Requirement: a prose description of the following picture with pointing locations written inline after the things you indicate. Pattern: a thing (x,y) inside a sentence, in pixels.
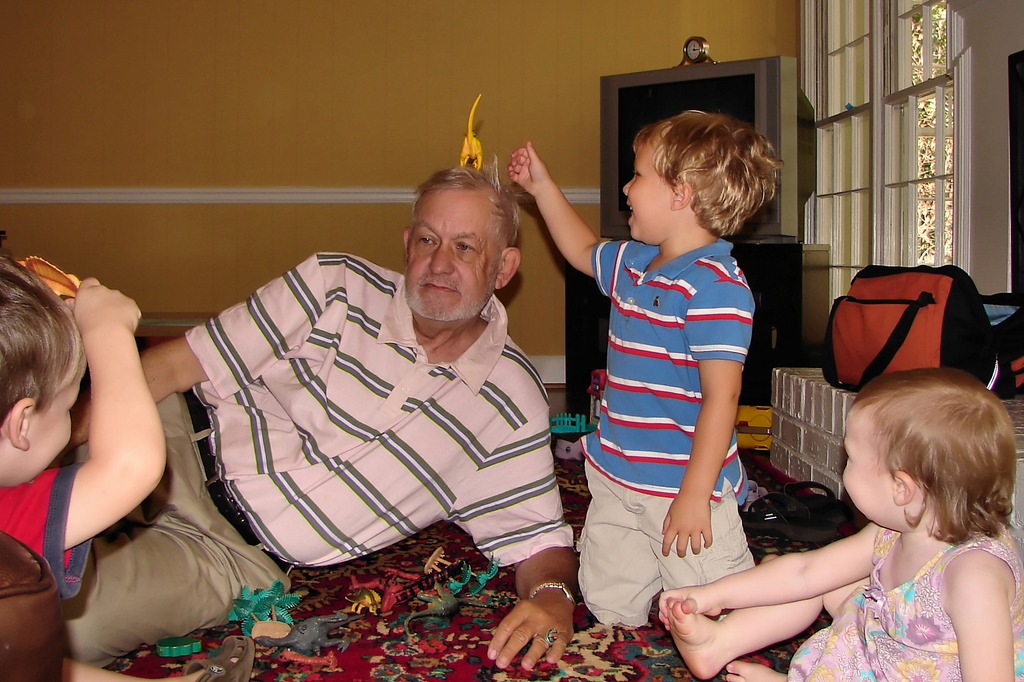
In this image I can see group of people (127,318). In front (378,432) the person (435,455) is wearing pink and cream color dress (366,438) and the person (641,426) at right (694,210) is wearing blue and cream color dress (643,490) and I can also see few toys (311,658) in multicolor. Background (954,346) I can see a bag (932,339) in orange and black color. I can also see a television (722,65), few windows (850,35) and the wall (338,88) is in yellow color.
